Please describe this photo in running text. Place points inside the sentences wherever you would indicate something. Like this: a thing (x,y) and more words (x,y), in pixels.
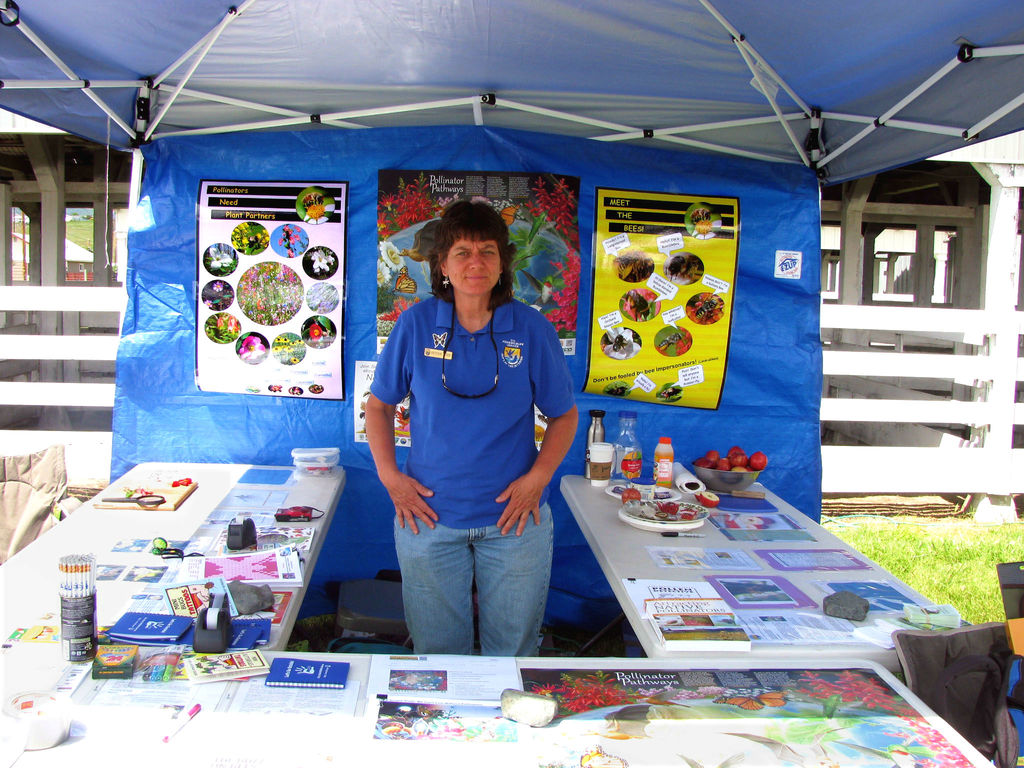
In this image I can see the blue colored tent (523,62), few banners (651,253) attached to the tent (353,287), a person (458,396) wearing blue colored dress (480,459) is standing and I can see few tables (314,528) around her. On the tables (709,569) I can see few books (703,620), few papers (643,691), few bottles (638,455), a plate (652,506) and few other objects (826,607). In the background (20,409) I can see some grass (989,568) on the ground (951,577) and the building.
